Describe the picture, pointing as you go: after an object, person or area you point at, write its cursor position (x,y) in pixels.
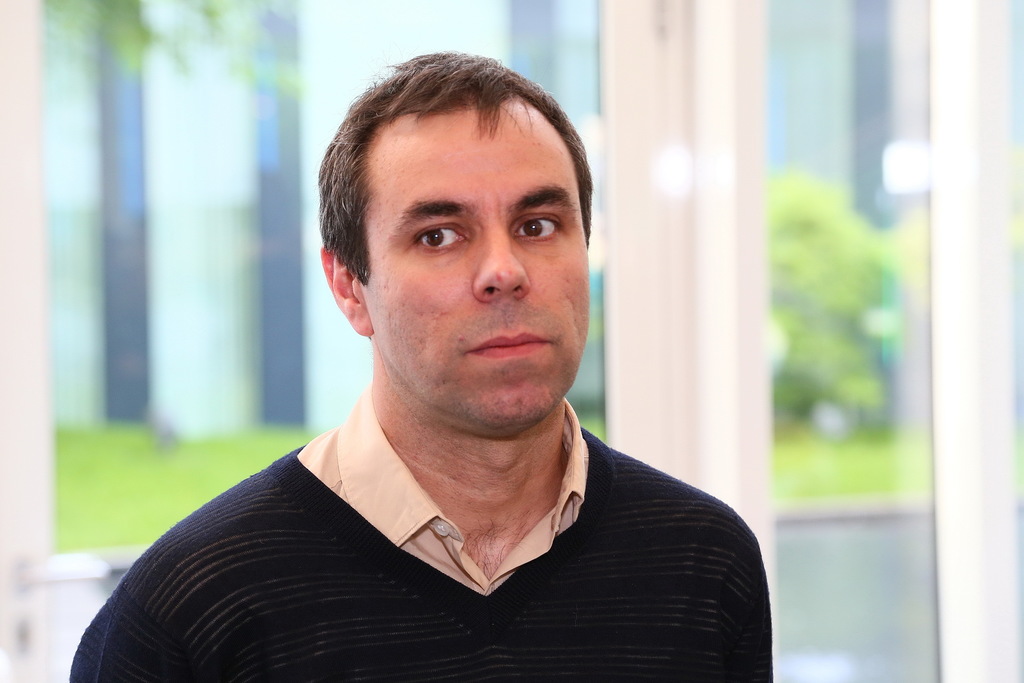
This picture seems to be clicked inside. In the foreground (601,490) there is a person (605,657) wearing sweater (324,545) and seems to be standing. In the background (821,272) we can see the plants (845,282), green grass (823,457) and some pillars (684,102).
